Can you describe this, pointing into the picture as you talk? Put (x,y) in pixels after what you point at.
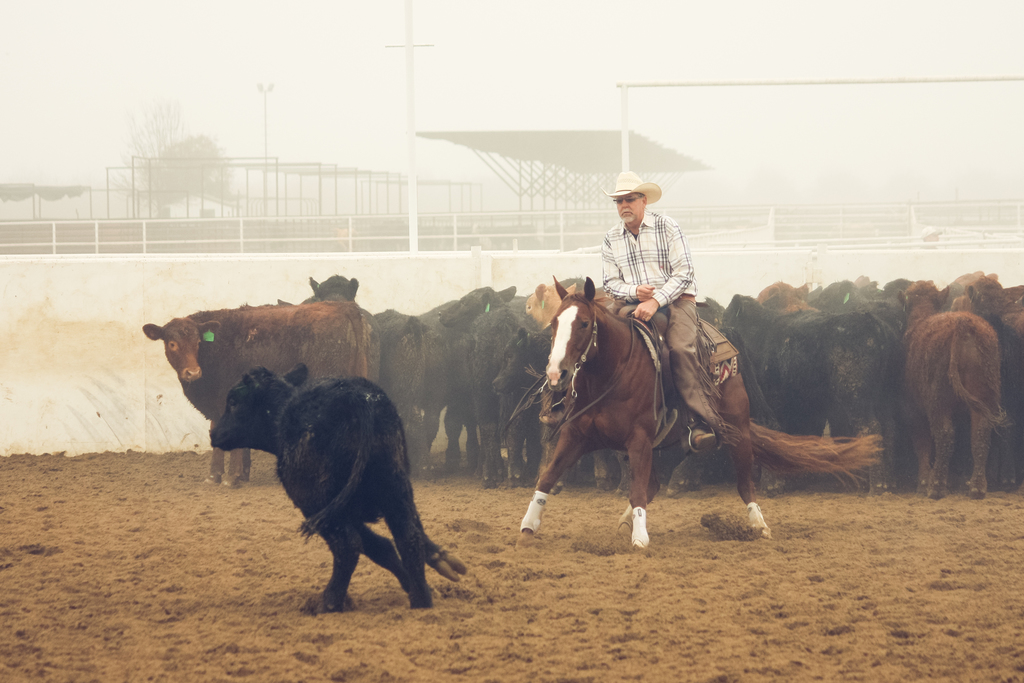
In the middle of the image (569,311) a man (646,297) is riding a horse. Behind him there are some cows (873,292). Behind the cows (478,291) there is fencing (471,273). At the top of the image (332,172) there are some trees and poles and there is fog (391,55). At the bottom of the image (106,546) there is sand (530,668).
